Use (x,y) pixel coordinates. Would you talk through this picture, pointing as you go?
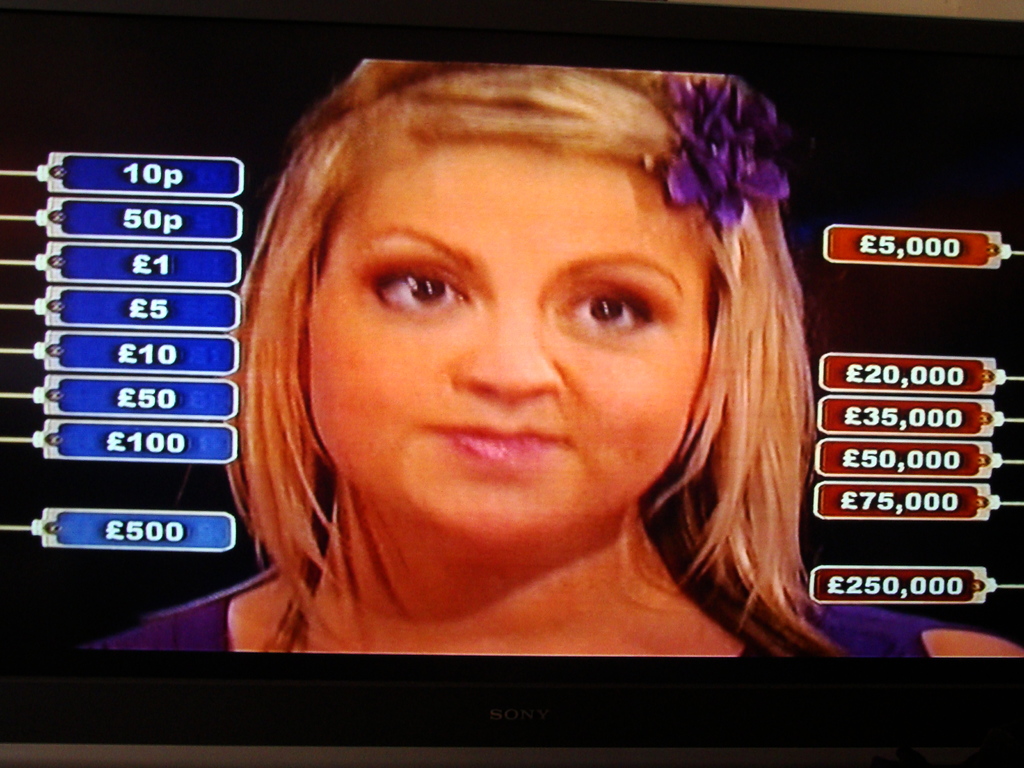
In the center of the picture (368,325) there is a woman (475,394). On the left (153,404) there are numbers (162,307) in boxes (199,296). On the right (928,398) there are numbers (929,460) in boxes (943,255). The picture is a television screen (467,91).
